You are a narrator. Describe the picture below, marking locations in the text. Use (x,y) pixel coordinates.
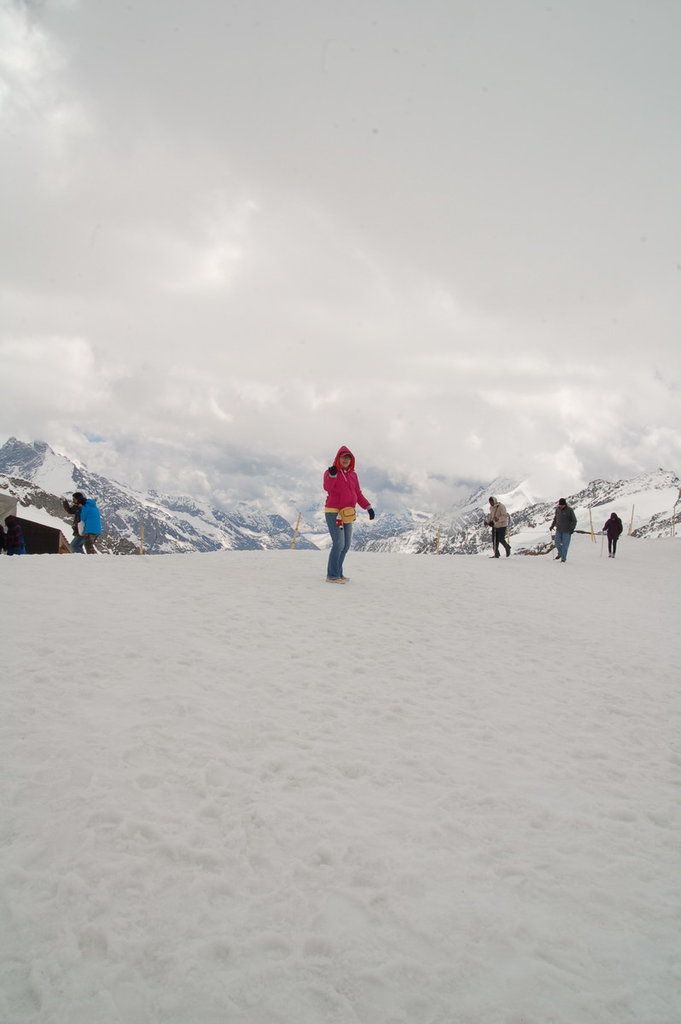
In this image there are a few people (12,529) standing on the snowy mountains (223,564), behind them there are snowy mountains (48,462). At the top of the image (317,282) there are clouds (384,456) in the sky (468,426).
